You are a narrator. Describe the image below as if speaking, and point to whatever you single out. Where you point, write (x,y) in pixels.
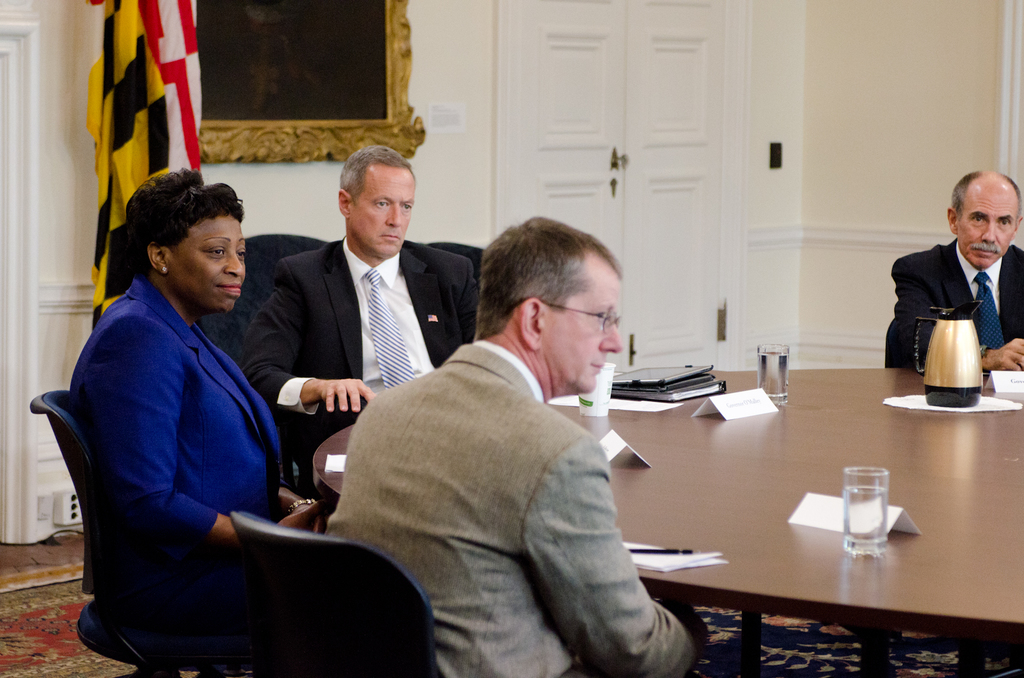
These persons (355,416) are sitting on a chair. In-front of this person (460,530) there is a table (776,526), on a table (927,510) there is a jar (951,347), glasses (852,502) and book (688,393). Far there is a flag (157,110). On this wall (435,94) there is a photo (339,65). This is door (651,153).
